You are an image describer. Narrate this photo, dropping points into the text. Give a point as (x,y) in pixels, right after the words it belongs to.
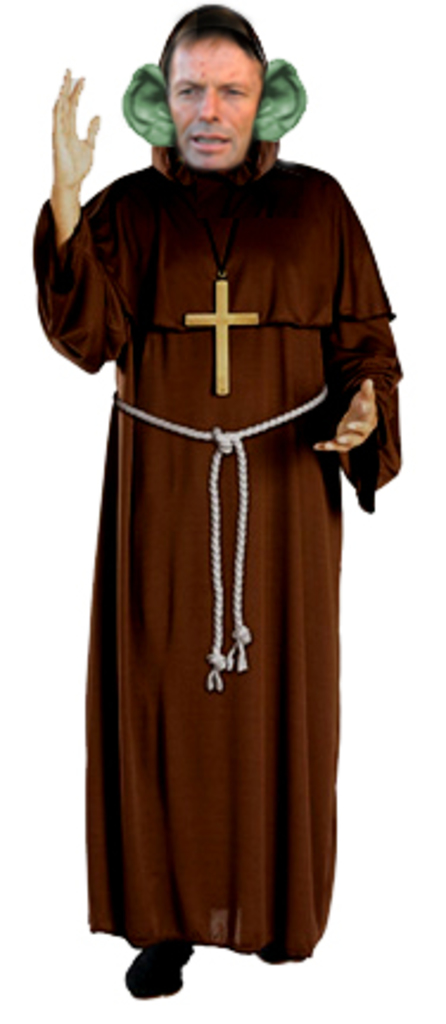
In this image we can see a man (202,459) wearing a cross (223,358) and a white background (340,42).
